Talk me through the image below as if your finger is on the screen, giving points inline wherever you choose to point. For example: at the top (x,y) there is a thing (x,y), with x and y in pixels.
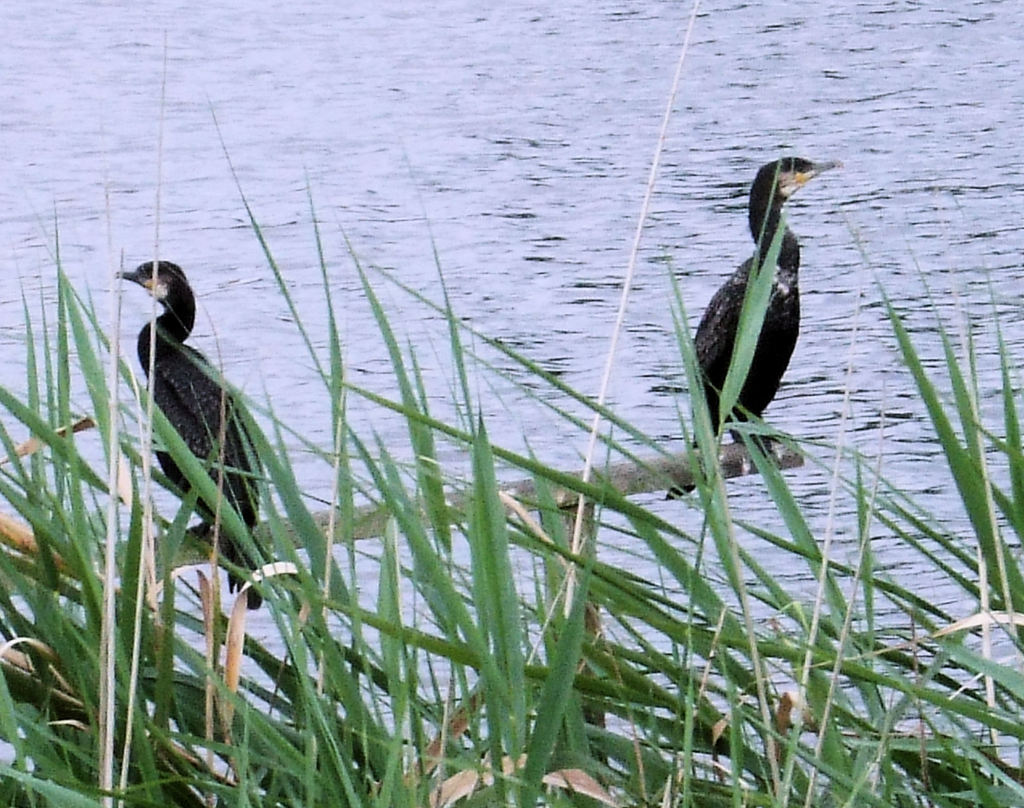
In this picture I can observe two black color birds (170,316) on the wooden pole (723,456). There is a grass (85,558) on the land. In the background (199,150) I can observe a river (387,203).
